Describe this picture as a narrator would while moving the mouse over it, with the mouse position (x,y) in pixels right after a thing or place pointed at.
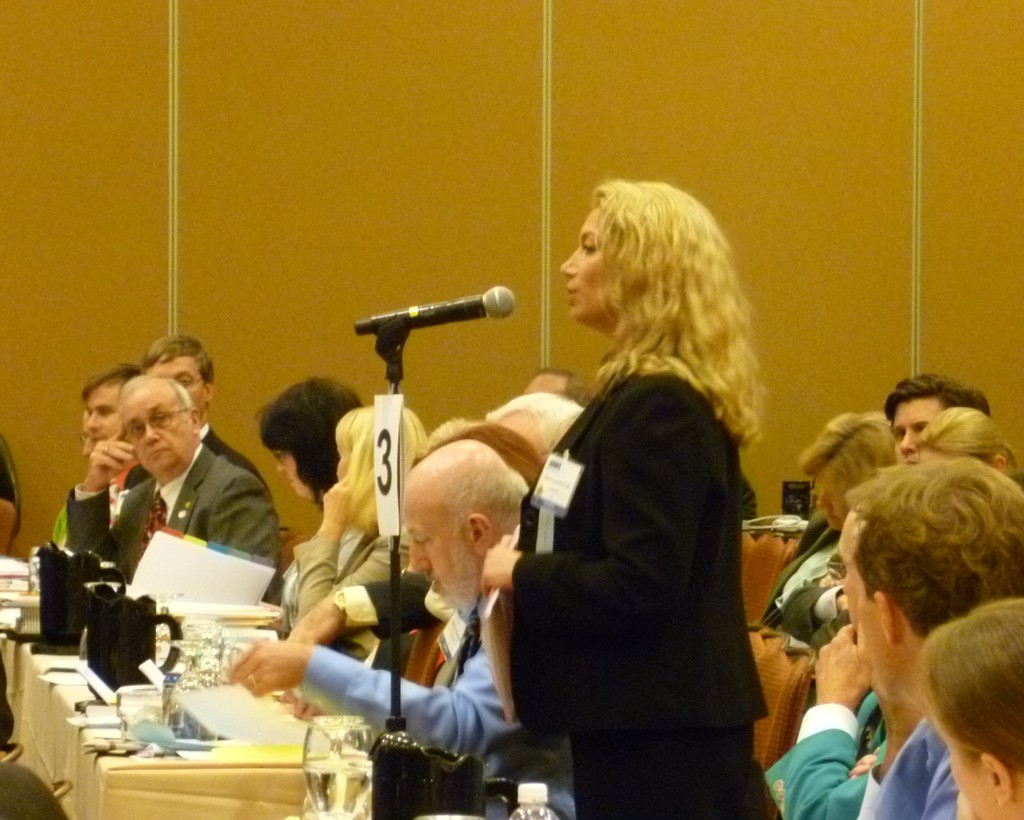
In this image we can see this woman (722,623) wearing black blazer (663,623) is standing and there is a mic (394,660) in front of her. Here we can see a few more people (502,470) sitting on the chairs (419,660) and a table (347,771) on which we can see glasses (356,736), bottles (527,792), paper (223,720), files (147,589) and a few more things (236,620) kept. In the background (39,195), we can see the wall (722,151).
